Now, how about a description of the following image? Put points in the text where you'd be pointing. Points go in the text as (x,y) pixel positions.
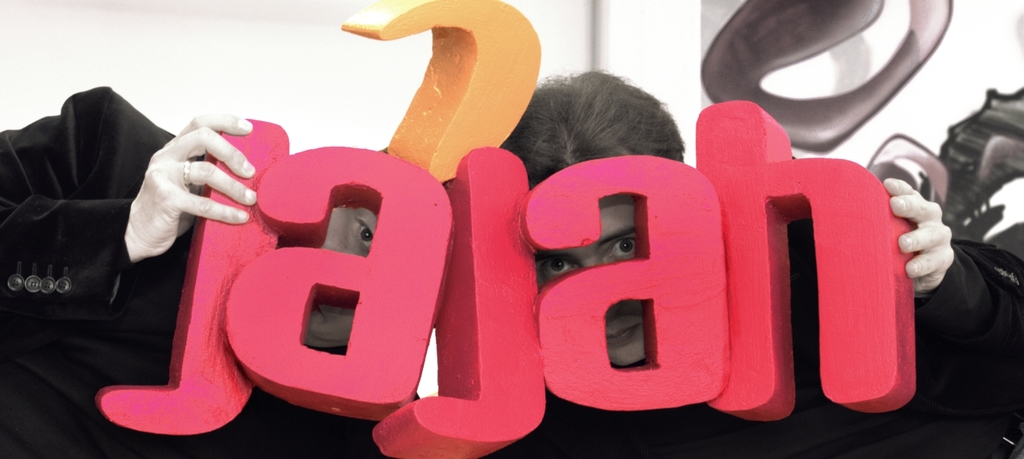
In the picture I can see two people (619,256) who are holding something in hands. The background of the image is white in color.
